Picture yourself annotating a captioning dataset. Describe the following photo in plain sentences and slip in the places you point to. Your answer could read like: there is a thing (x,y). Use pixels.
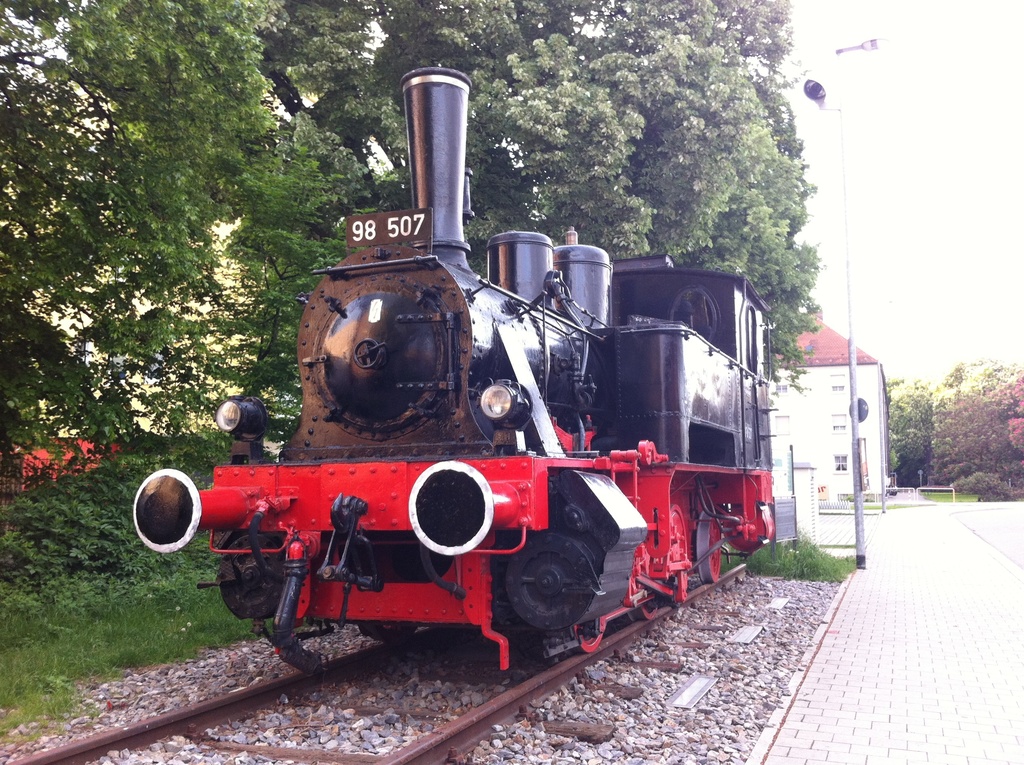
There is a black and red color engine (372,477) on a railway track (325,691). On the railway track (472,692) there are stones (606,710). On the train (404,222) something is written. In the background (403,70) there are trees (682,113). Also there is a camera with a pole (856,375). In the back (829,383) there is a building (819,384). Also there are trees (942,409) in the background (960,405).
